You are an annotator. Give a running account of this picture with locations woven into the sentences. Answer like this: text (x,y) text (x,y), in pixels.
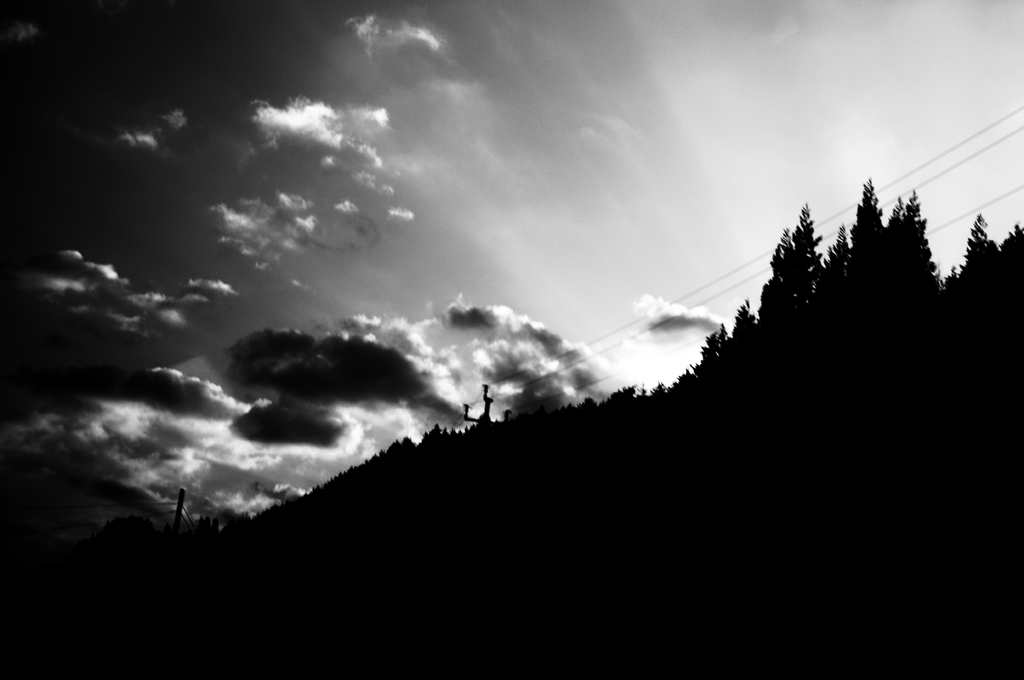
It is a black and white image, there are clouds (385,118) in the sky (386,210) and under the sky (243,496) there are trees (776,262) and wires (919,167).
